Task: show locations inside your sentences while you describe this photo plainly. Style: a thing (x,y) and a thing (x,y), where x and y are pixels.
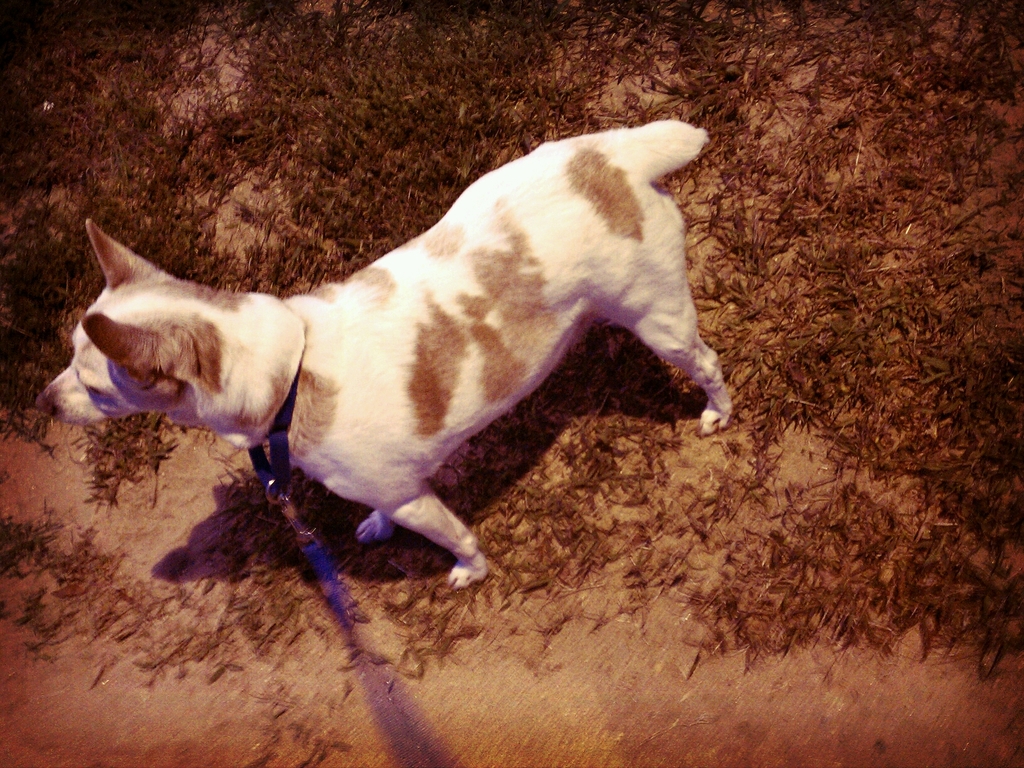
In this image I can see dog (121,270) which is in white and brown color. Background (469,147) I can see grass (358,153).
